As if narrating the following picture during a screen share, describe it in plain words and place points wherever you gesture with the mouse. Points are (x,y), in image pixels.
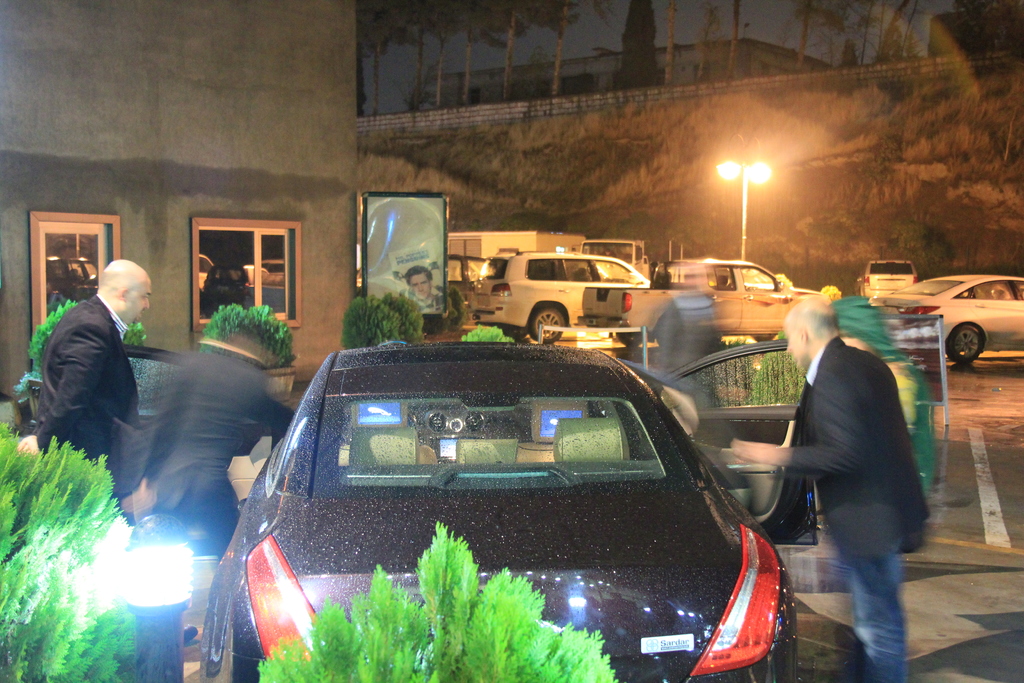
Background of the picture (990,178) is dark. In the background (654,82) we can see a building (701,78), trees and lights (760,175) with a pole (742,255). We can see vehicles (747,267) on the road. We can see people (860,377) standing on either side of a black car (369,443). These are plants (276,332).
